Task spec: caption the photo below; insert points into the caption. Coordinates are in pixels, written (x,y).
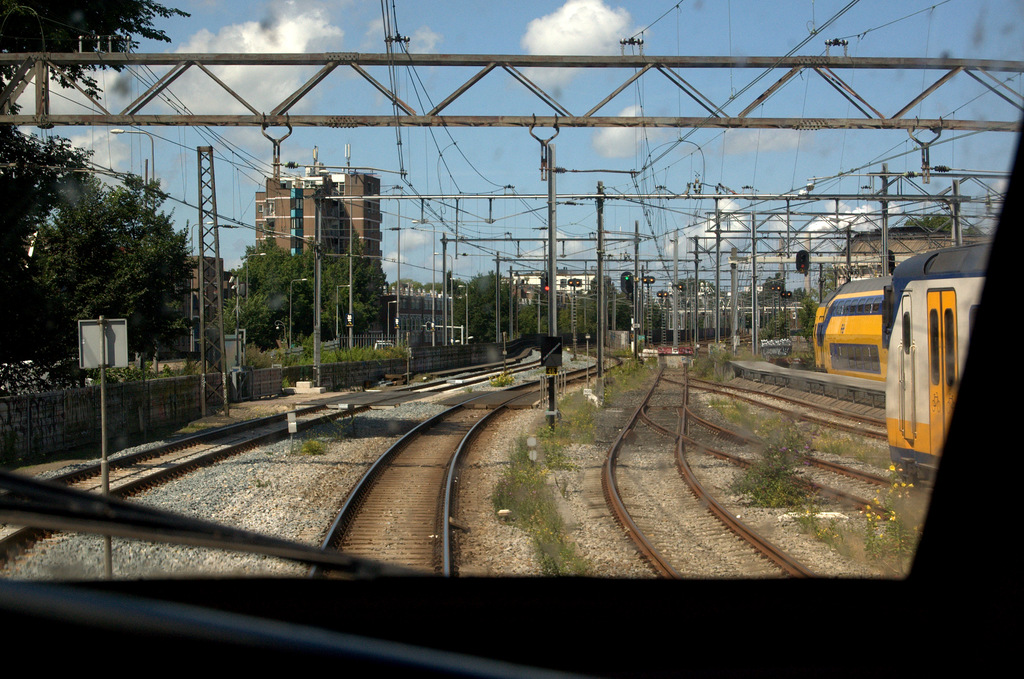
In this image we can see trains (940,421), railway tracks (655,433), poles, traffic signals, tower (203,412), wall (89,428), plants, trees (73,353), and buildings (907,231). In the background (483,144) there is sky (581,29) with clouds (605,14).
